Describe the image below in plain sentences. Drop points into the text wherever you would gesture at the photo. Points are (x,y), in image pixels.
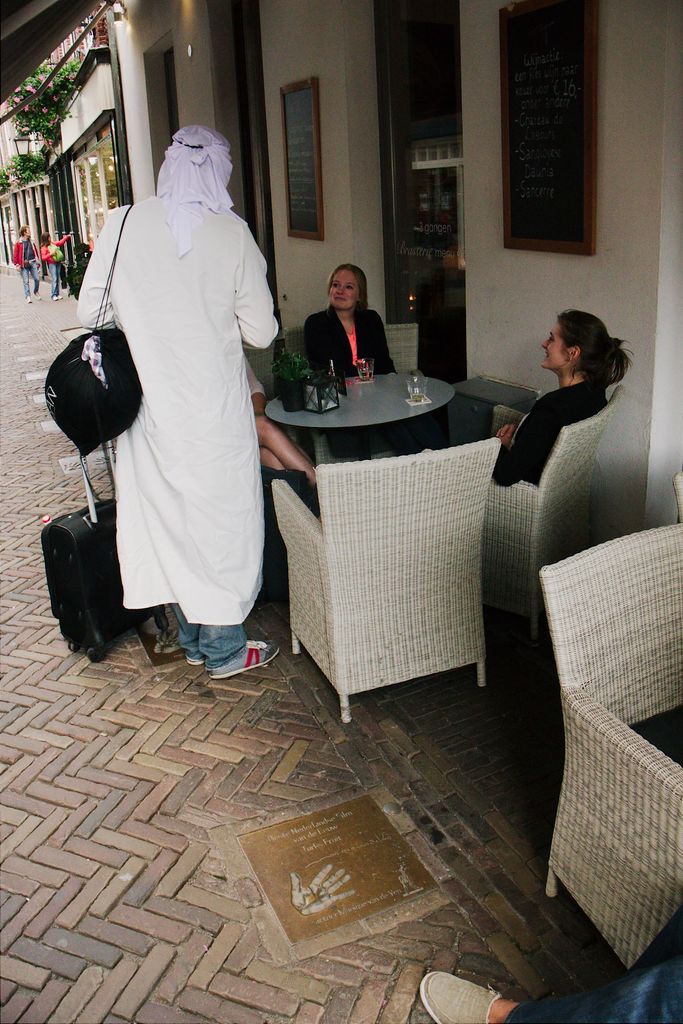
In this image there are four members (361,347). On the right side (571,397) one girl (547,410) is sitting and smiling and on the middle of the image (344,350) one girl (346,345) is sitting and smiling and on the left side (171,554) one person (200,457) is standing. On the background (56,118) there is one plant (49,91) and there is one street light (27,148) on the left side of the top corner there are two persons (26,262) walking over the street (33,288). And there is one table (346,417) and four chairs (397,511), a glass (412,391) is there on the table (384,392) and one lantern (322,398).
